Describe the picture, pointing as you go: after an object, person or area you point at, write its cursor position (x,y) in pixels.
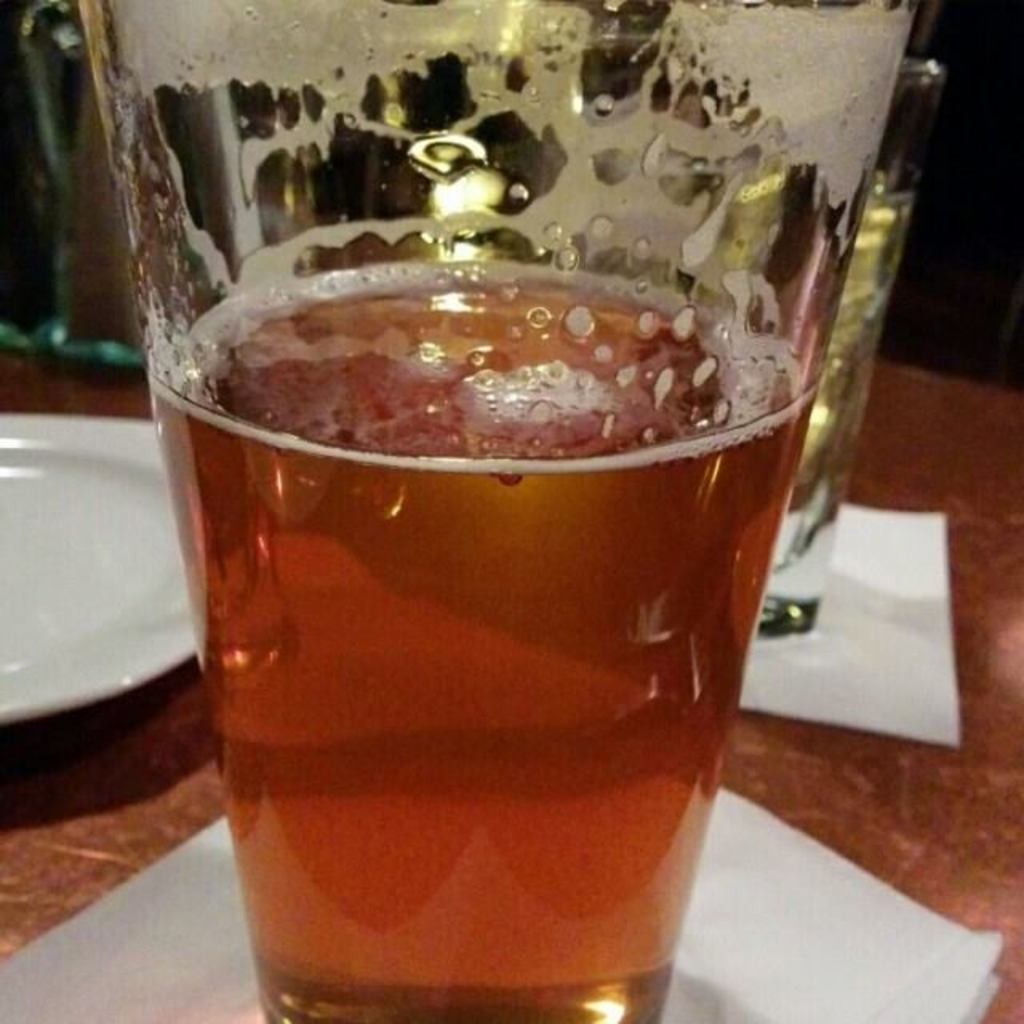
In this image, we can see some glasses (543,314) with liquid (465,493). We can also see some papers (877,903) and a plate (128,607).
